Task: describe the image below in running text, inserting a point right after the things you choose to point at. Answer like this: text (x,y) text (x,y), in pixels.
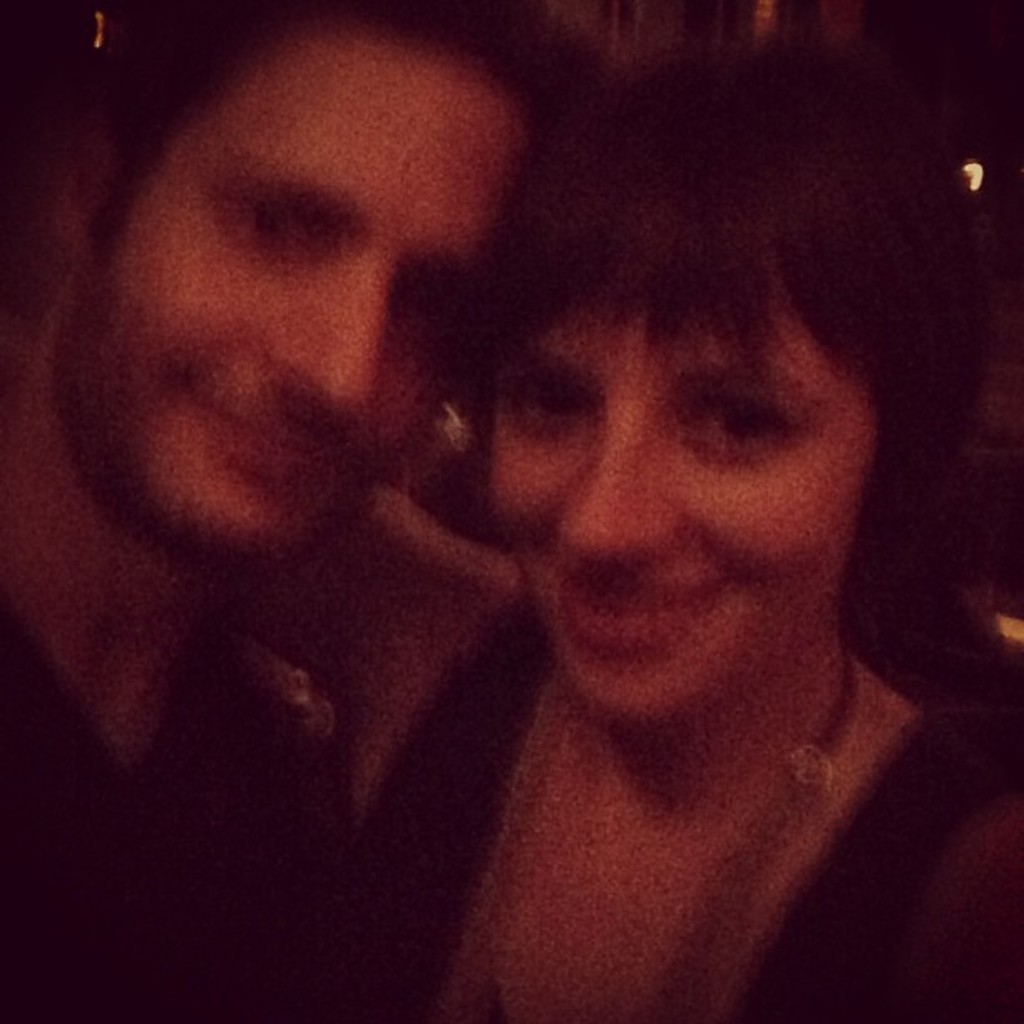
We can see two persons (404,376) right side (702,926) woman (856,601) and left side (332,358) man (334,451) both are smiling. The picture is blur and background (636,48) is black in color.
